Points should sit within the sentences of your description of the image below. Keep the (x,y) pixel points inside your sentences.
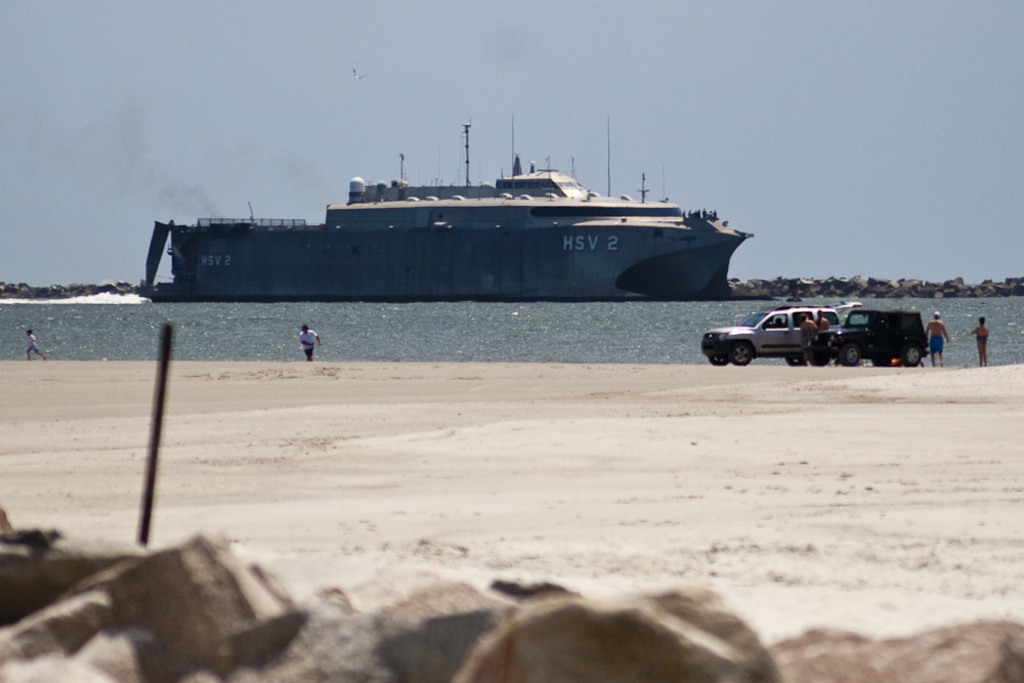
At the bottom of the image (376,631) there are stones (319,638). Behind them on the ground (806,401) there are two vehicles (831,349) and also there are few people (807,356). Behind them there is water (913,303). On the water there is a ship (537,215) with poles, railings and some other things (157,241). Behind the ship (302,268) there are rocks (835,287). At the top of the image (475,147) there is sky (386,147).
